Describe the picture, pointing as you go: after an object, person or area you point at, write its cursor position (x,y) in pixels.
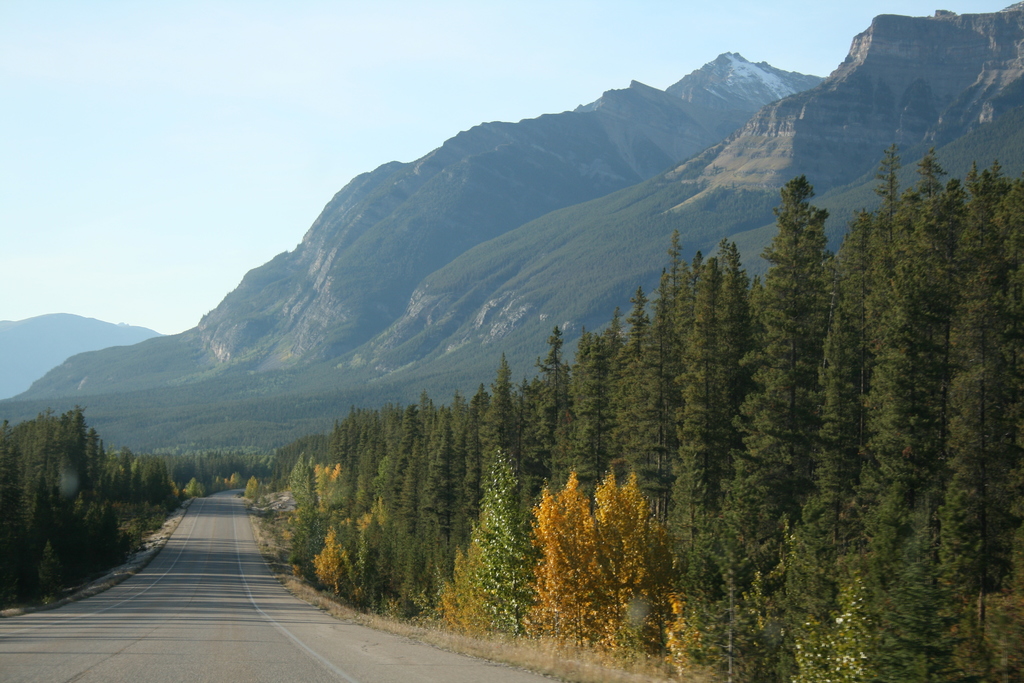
At the bottom of the image (211,566) there is a road (220,584). Beside the road (207,550) on the right side (743,341) there are trees (419,460) and plants (592,586). There are few plants (573,556) which are in yellow color leaves (569,620). And also there are trees (113,471) on the left side of the image (209,482). In the background (931,72) there are hills (359,303). At the top of the image (249,115) there is a sky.
